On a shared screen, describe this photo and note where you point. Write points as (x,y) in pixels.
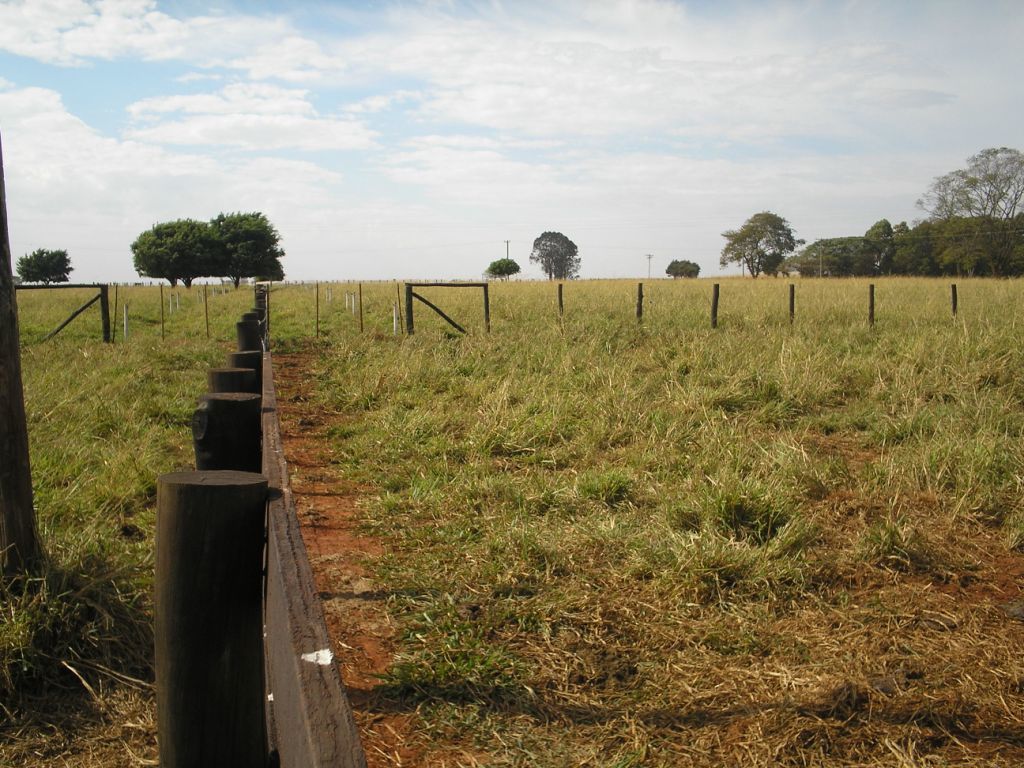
This image contains grassland (626,405) having fence (254,730) on it. Left side (254,743) there is wooden fence (275,558). Middle of image (502,268) there are few trees (150,268). Top of image (613,247) there is sky (365,115) with some clouds (458,107).
